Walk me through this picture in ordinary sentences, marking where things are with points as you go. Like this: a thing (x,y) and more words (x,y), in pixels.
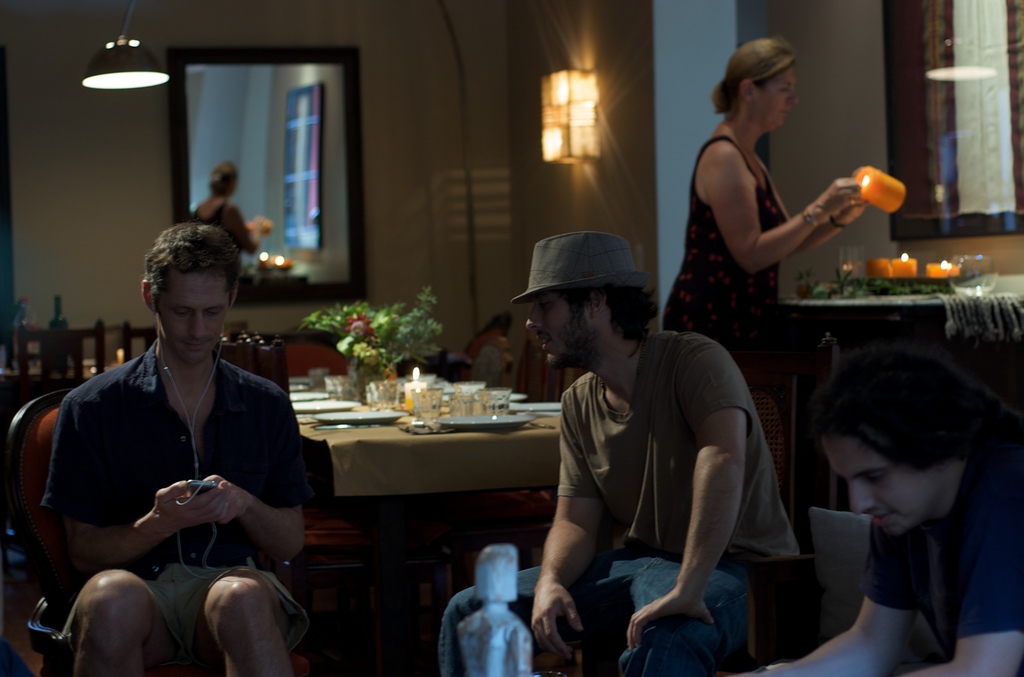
In this image there are four people (147,398). Three (654,338) are sitting and one (723,216) standing and holding a candle (891,187). There are glasses (369,399), plates (374,418), candle (407,392) and a flower vase (366,333) on the table (443,439). At the top (123,49) there is a light (138,60) and at the back (265,107) there on the wall (128,182) there is a mirror (244,156).
